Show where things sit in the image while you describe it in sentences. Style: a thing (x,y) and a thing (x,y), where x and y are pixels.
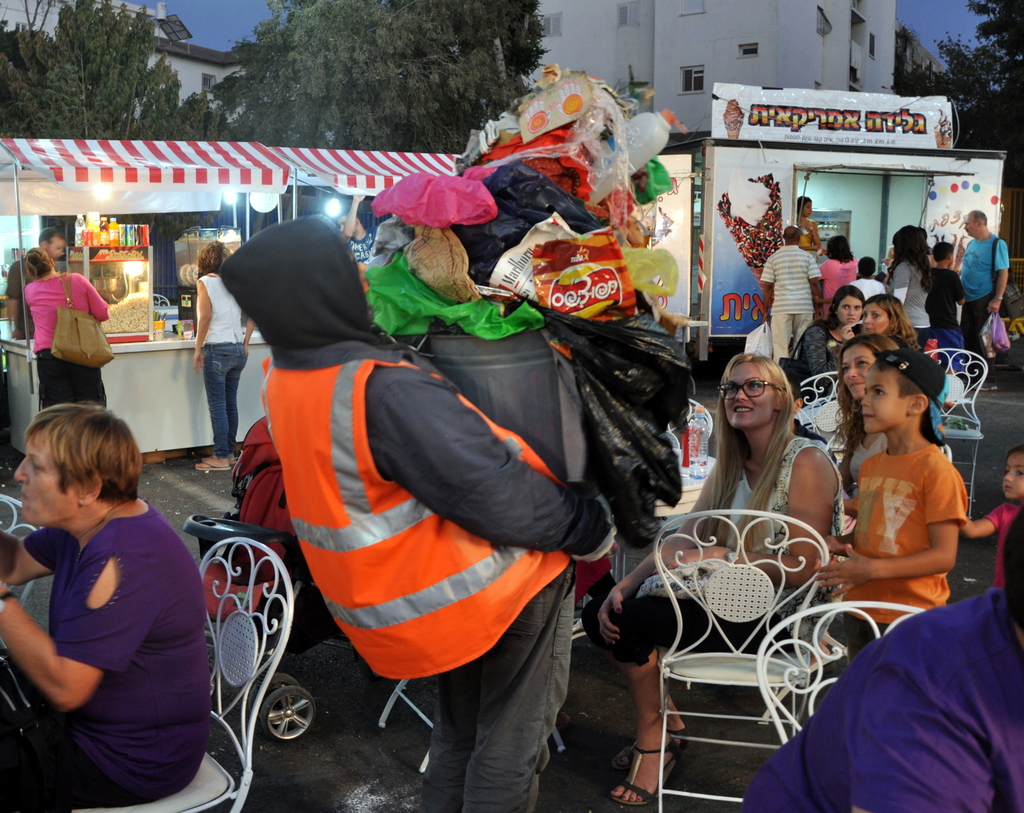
In the center of the image (351,310) we can see man (421,519) holding dustbin (447,354). In the background (858,400) we can see chairs (827,426) and persons (106,449). In the background (55,205) we can see stalls (58,171), trees (478,97), buildings (734,74) and sky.
